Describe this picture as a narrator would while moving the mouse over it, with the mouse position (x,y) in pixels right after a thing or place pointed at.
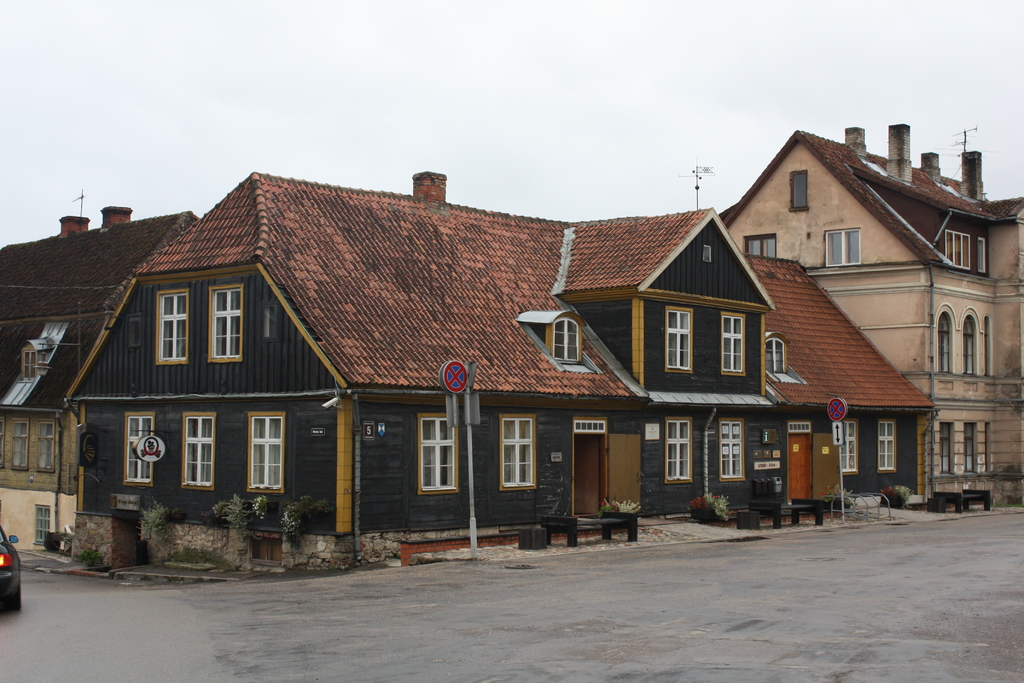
In this image, we can see a few houses (879,277). We can see the ground (654,578) with some objects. We can see a partially covered vehicle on the left (15,536). We can see some poles (839,451) and sign boards (456,419). There are a few plants (58,546). We can also see some grass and the sky (586,18).
